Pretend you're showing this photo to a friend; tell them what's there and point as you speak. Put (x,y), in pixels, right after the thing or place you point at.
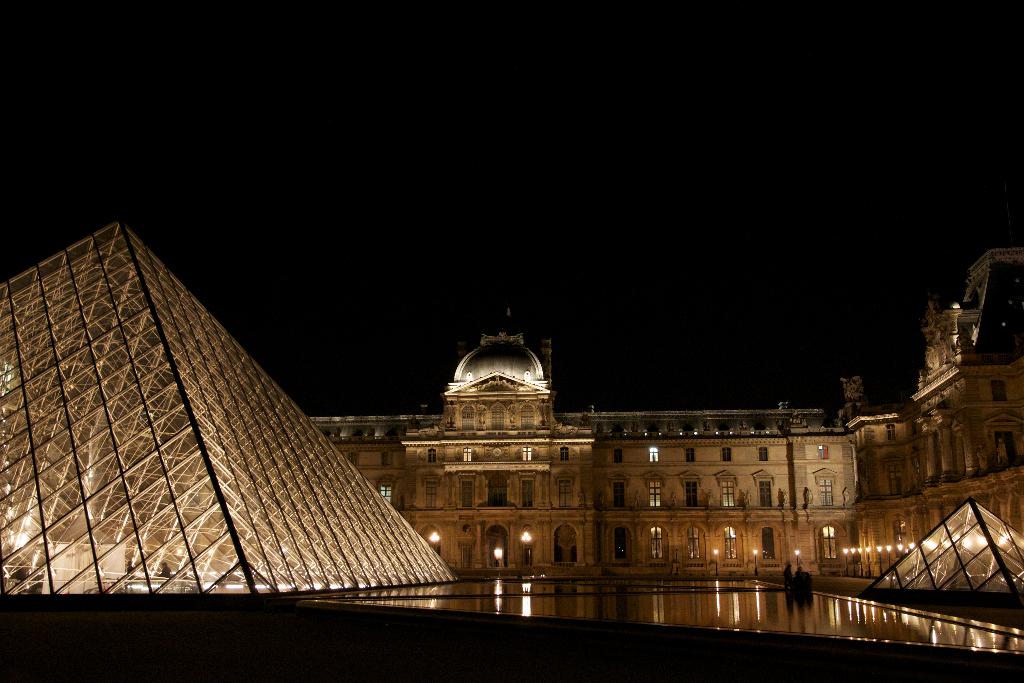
In this picture I can see the buildings (602,445). I can see the lights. I can see the glass pyramid construction (220,492).
